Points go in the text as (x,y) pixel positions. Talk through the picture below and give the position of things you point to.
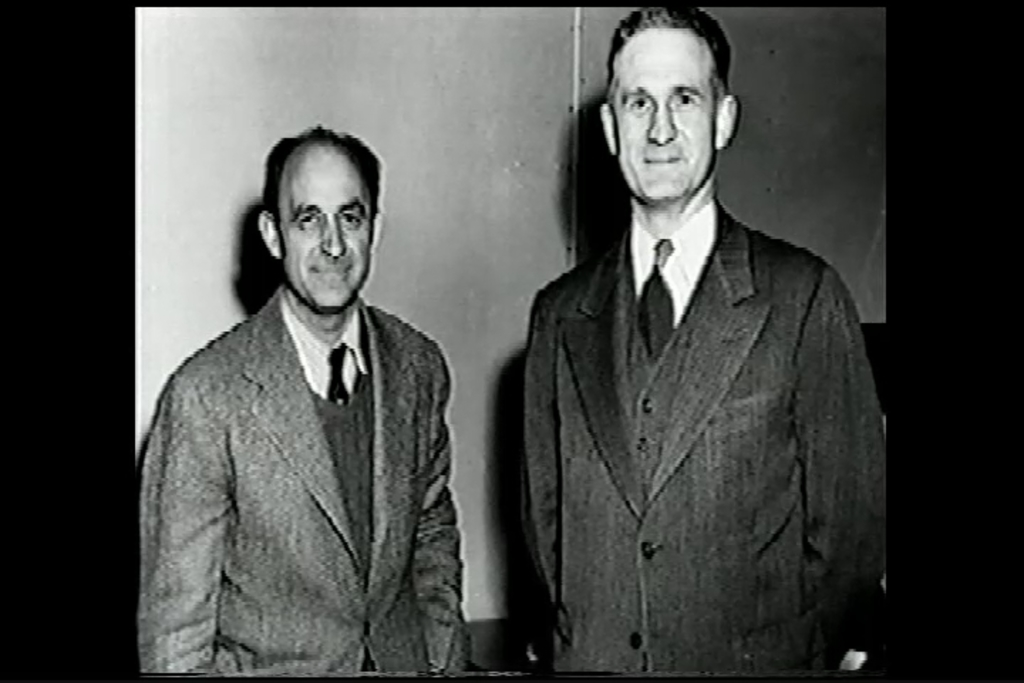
In this image I can see two persons (568,491) standing and they are wearing blazers (709,467) and the image is in black and white.
